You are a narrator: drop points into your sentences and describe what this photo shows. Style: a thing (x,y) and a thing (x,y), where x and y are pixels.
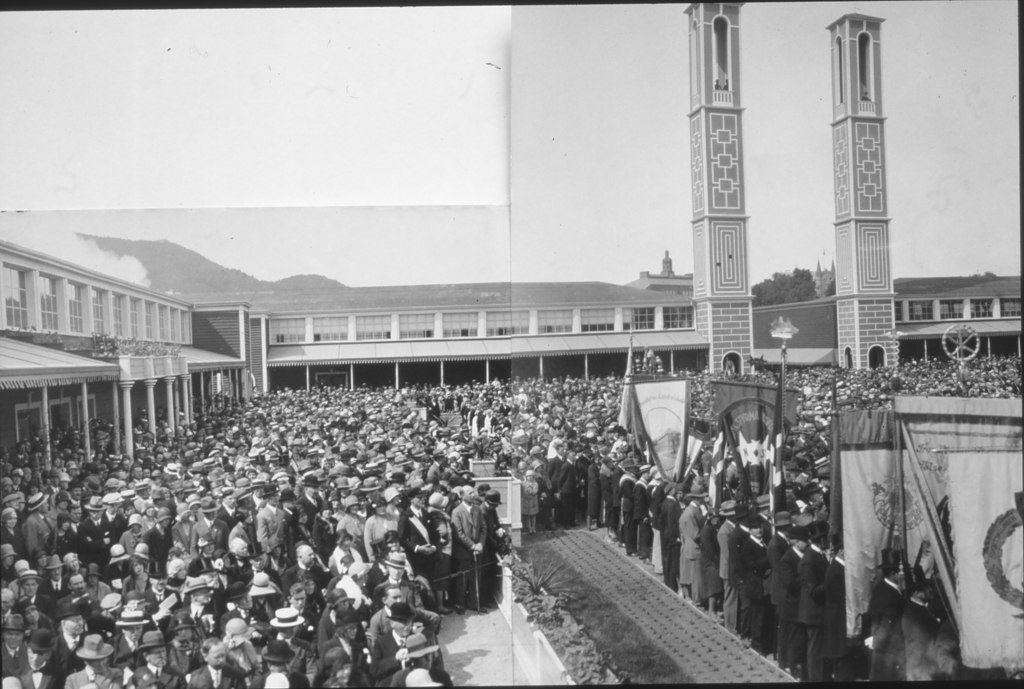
In this picture I can observe some people (330,446) standing on the floor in the middle of the picture (539,453). On the right side (718,298) I can observe two towers (721,46). In the background (883,86) I can observe sky (576,166). This is a black and white image.
